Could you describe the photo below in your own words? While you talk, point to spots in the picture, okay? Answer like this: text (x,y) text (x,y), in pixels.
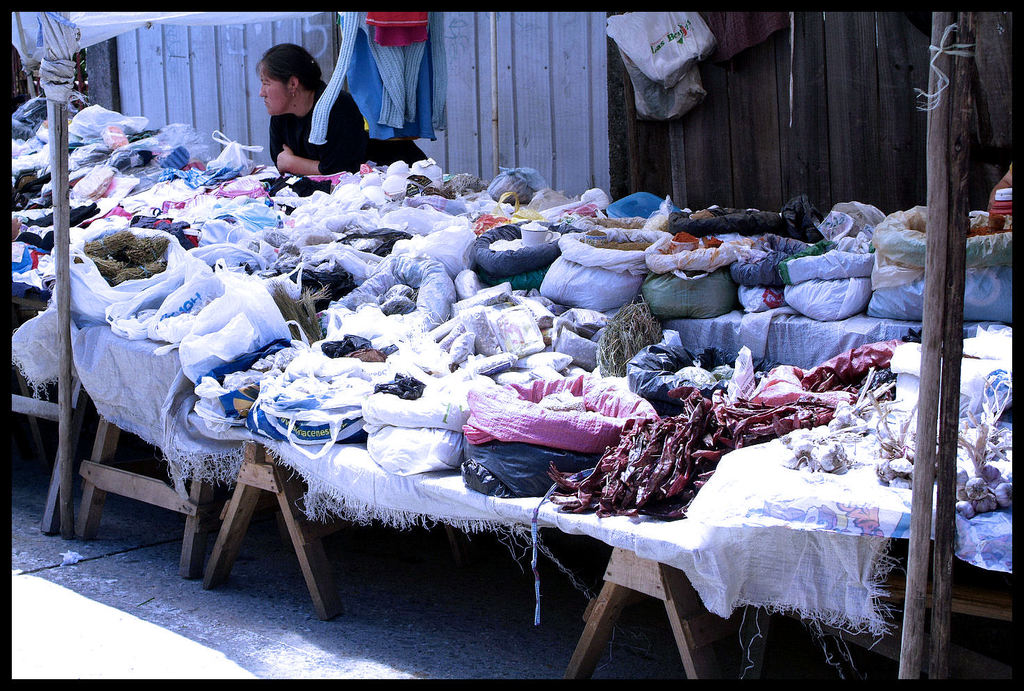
In this picture there is a woman (316,163) and we can see stall (154,347). We can see items (459,243) in bags (615,294), garlic (964,489), wooden poles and few objects (108,198). In the background of the image (418,78) we can see clothes (418,85), covers (693,50) and wooden planks (786,103).
